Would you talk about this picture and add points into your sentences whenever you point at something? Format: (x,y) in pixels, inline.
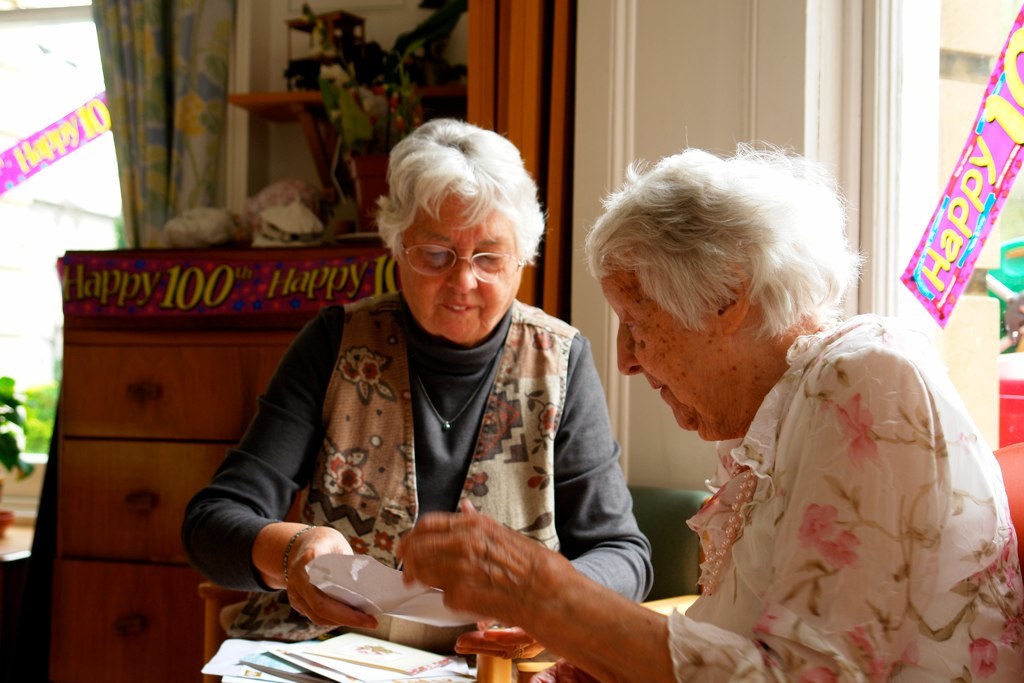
In this image there is an old woman (409,419) sat on the chair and placed a few cards (312,650) on her lap (305,636) and holding a paper (336,574) in her hand (302,590), beside her there is another old woman (698,532) sat on the chair (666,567). Behind them there is a cupboard (269,369), on the cupboard (110,346) there is a flower pot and a toy (295,183). On the right (981,219) and left side of the image (99,217) there is a glass window (65,197) with a sticker (14,179) on it.
